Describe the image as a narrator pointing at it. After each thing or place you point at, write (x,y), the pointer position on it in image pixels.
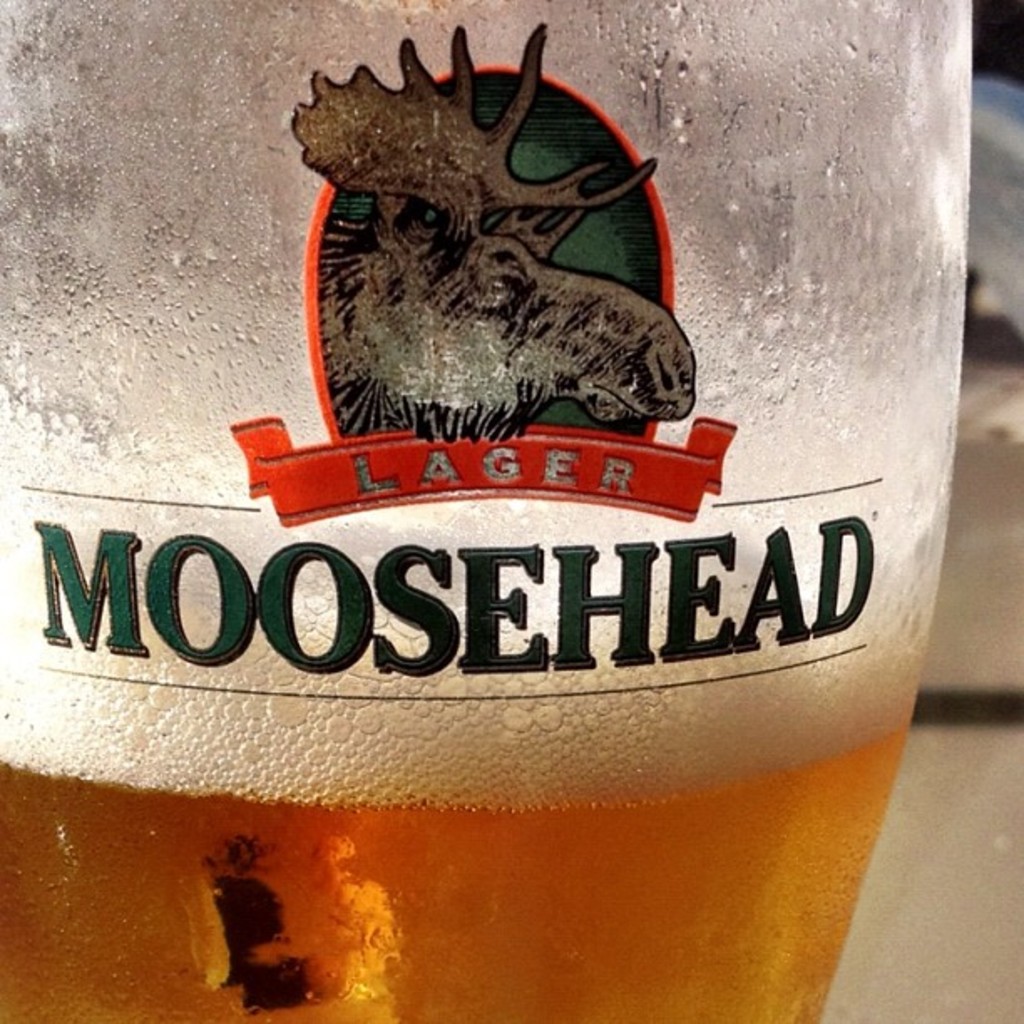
In this picture we can see a logo (553,459) on the glass (634,782) and this is drink (761,902).
